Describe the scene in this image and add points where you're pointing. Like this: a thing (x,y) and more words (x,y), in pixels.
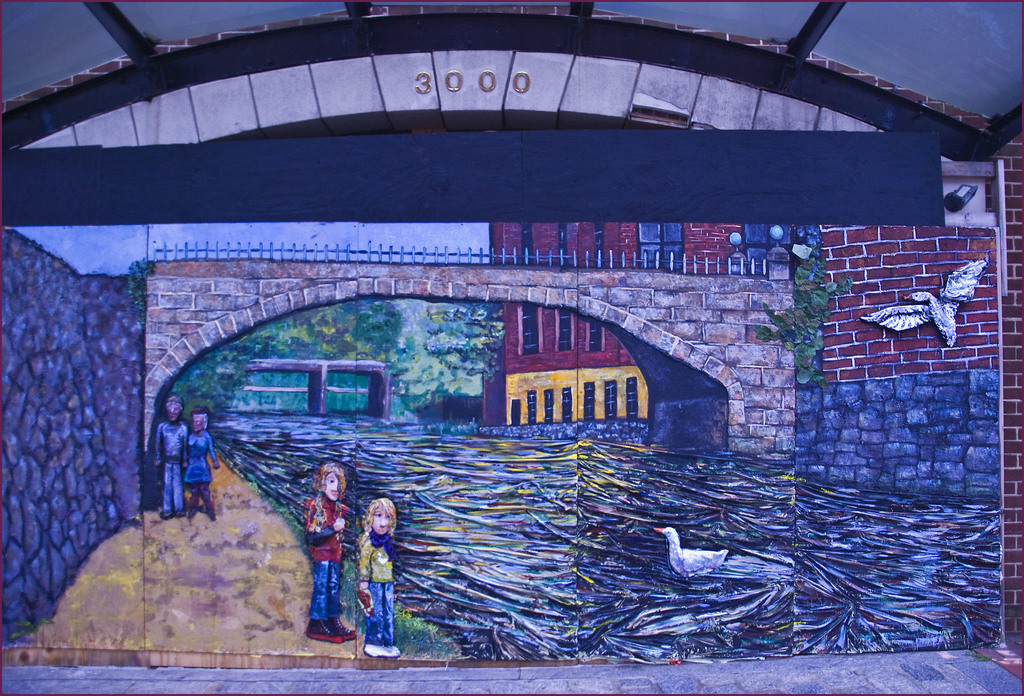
In this image I can see a painting (411,442) and above it I can see few numbers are written. I can see the painting (224,578) is of water (675,525), few birds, few people (189,433), few trees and few buildings (501,373).
